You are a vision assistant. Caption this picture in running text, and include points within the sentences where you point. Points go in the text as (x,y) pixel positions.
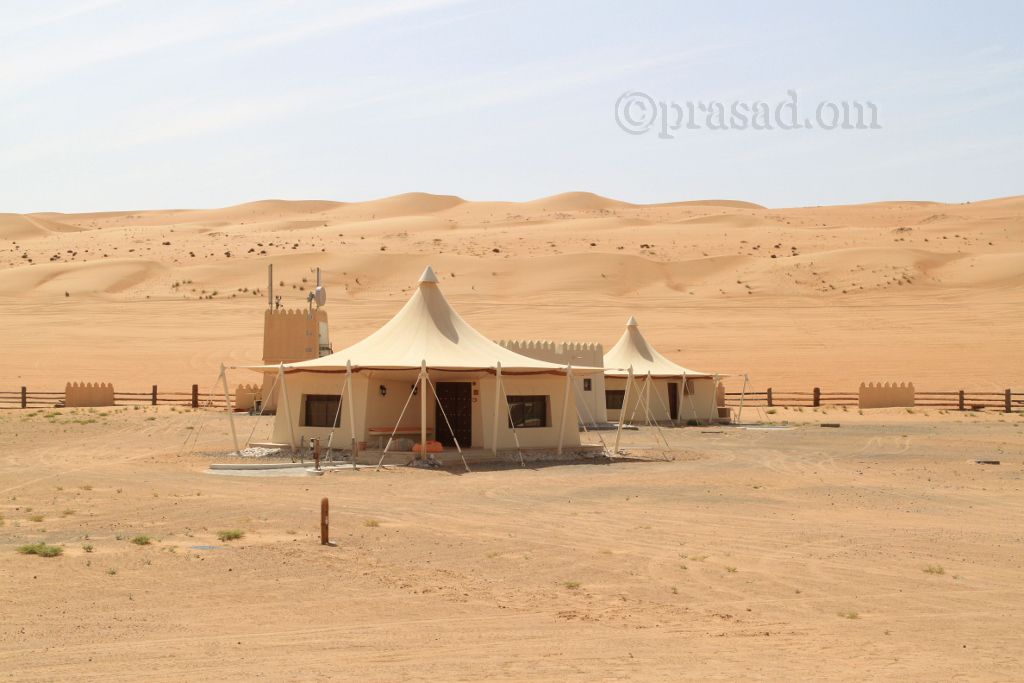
In this picture we can see tent (523,415) and the monument (583,359) on the ground (490,479). On the right (845,398) we can see a wooden fencing (816,404). In the background (588,269) we can see sand desert (600,261). At the top (215,76) we can see sky (536,77) and clouds (400,95). At the bottom left (38,555) we can see the grass (25,546). At the top right (691,107) there is a watermark (702,122).
